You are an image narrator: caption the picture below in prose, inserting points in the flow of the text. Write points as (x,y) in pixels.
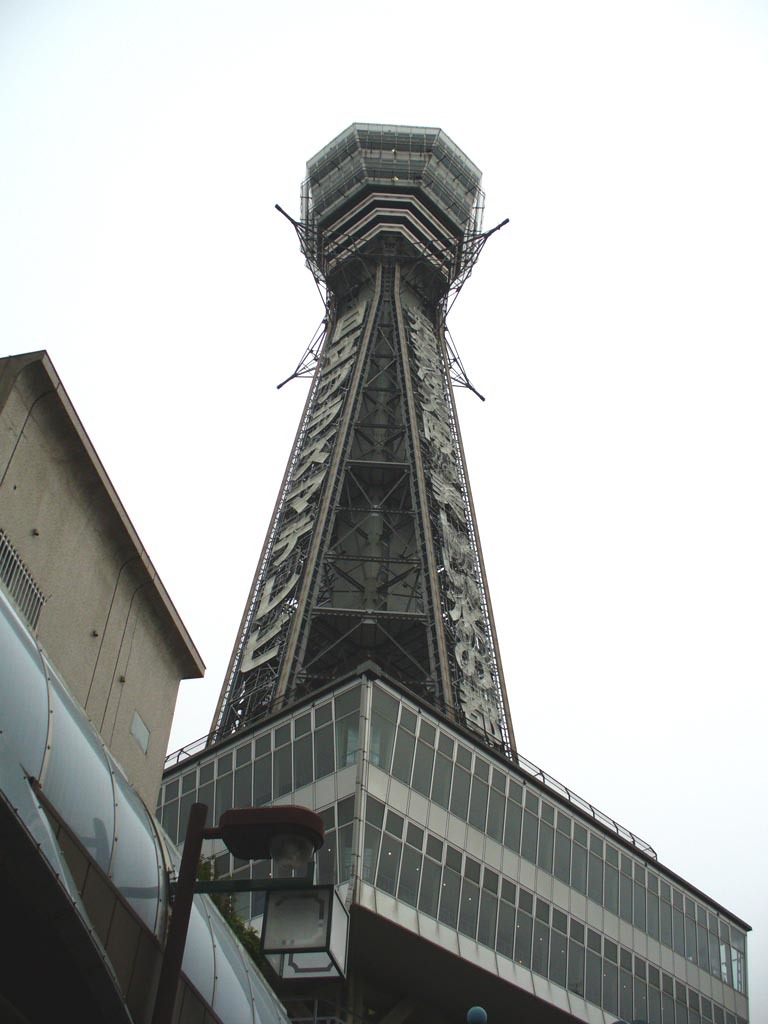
In the picture we can see a building (453,879) with glasses (413,855) and on it we can see a tower (300,490) with a building (360,254) on top of it with some floors (338,244) and behind it we can see the sky (647,308).
